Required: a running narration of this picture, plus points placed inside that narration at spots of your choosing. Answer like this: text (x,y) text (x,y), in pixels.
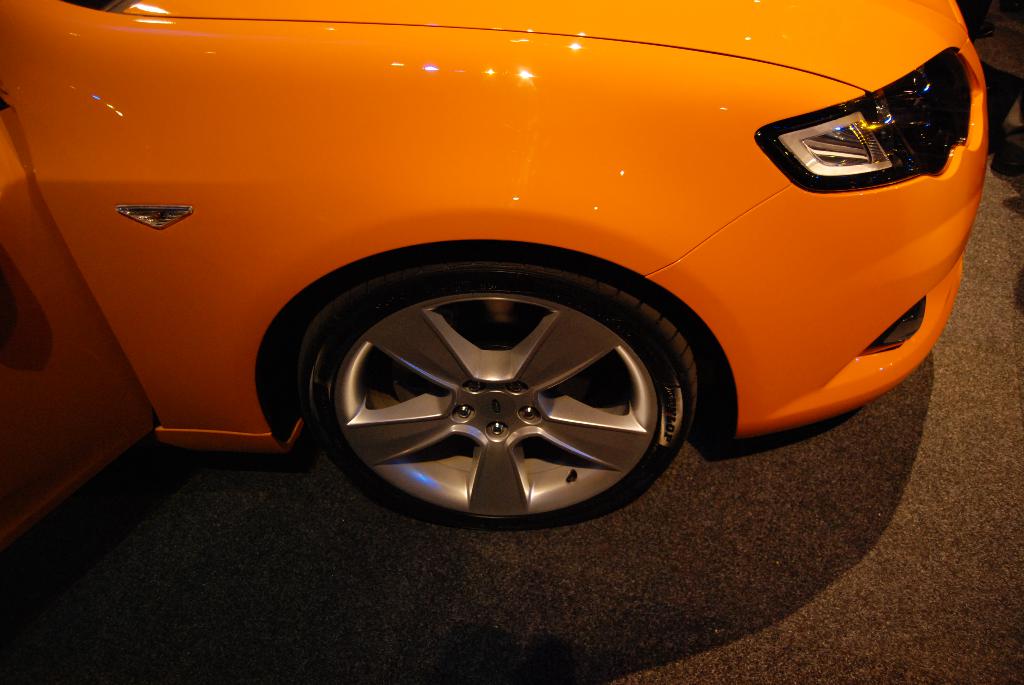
In the image we can see a vehicle (751,45).
